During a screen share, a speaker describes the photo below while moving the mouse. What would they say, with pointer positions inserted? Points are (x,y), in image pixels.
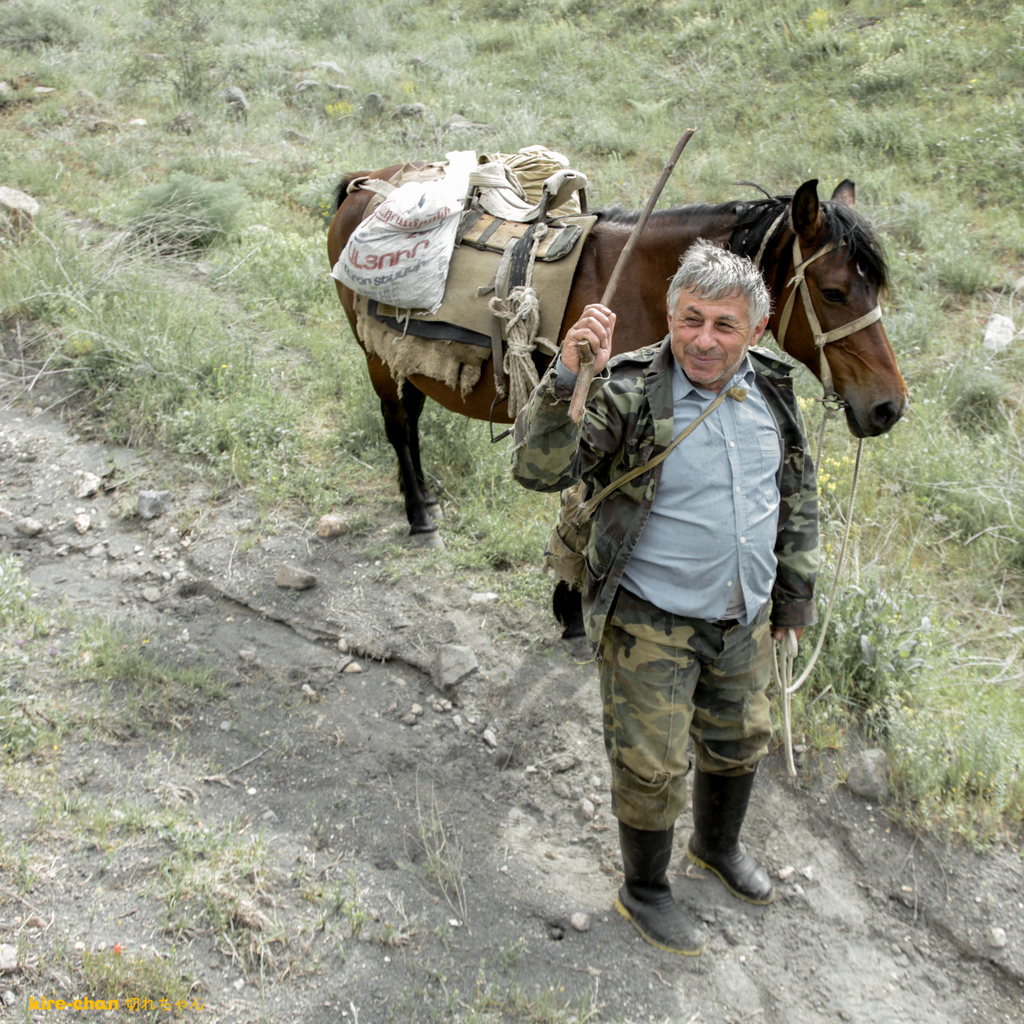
In this image I can see a person (652,653) wearing military uniform (682,646) is standing and holding a stick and a rope (786,721) in his hand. I can see the rope (778,646) is tied to the horse (667,281) which is brown and black in color. I can see few clothes (456,260) and a bag (370,258) on the horse (366,206). I can see the ground (218,511) and some grass (265,191) on the ground (820,131).
